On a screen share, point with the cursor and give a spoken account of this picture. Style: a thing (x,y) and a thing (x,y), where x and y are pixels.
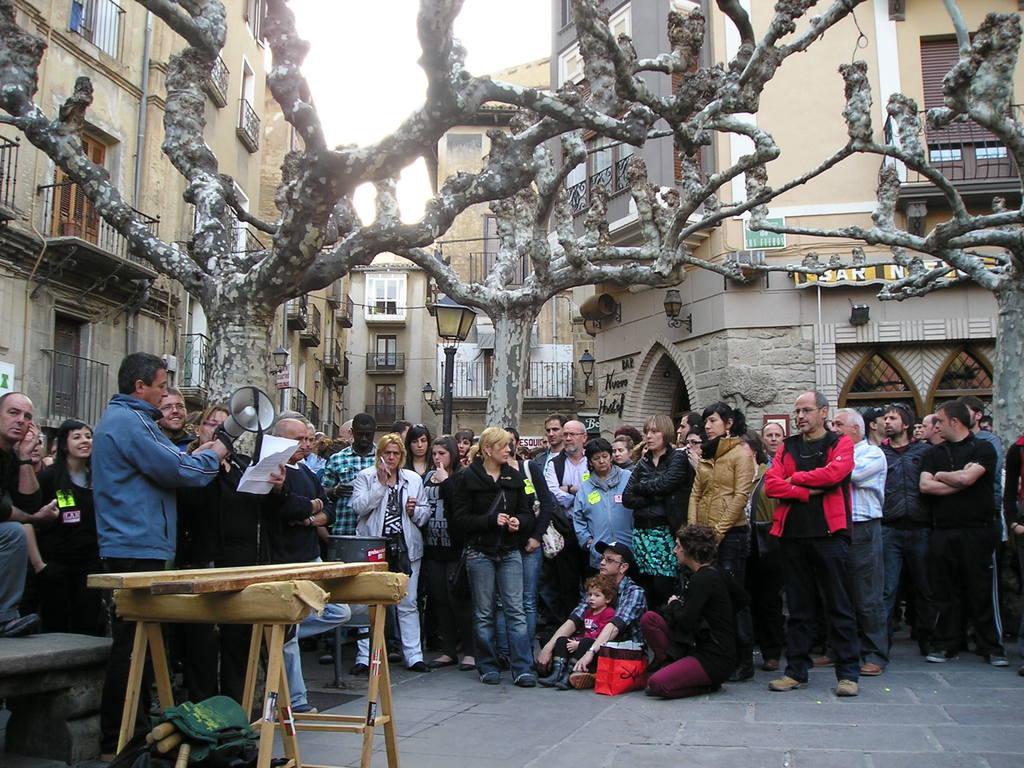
In this picture we can see some persons (625,552) are standing on the road (766,736). Here we can see a man (148,471) who is holding a speaker (232,424) with his hand (219,455). On the background (288,326) there are buildings (976,143) and this is tree (402,149). Here we can see a pole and this is lamp (442,304).
